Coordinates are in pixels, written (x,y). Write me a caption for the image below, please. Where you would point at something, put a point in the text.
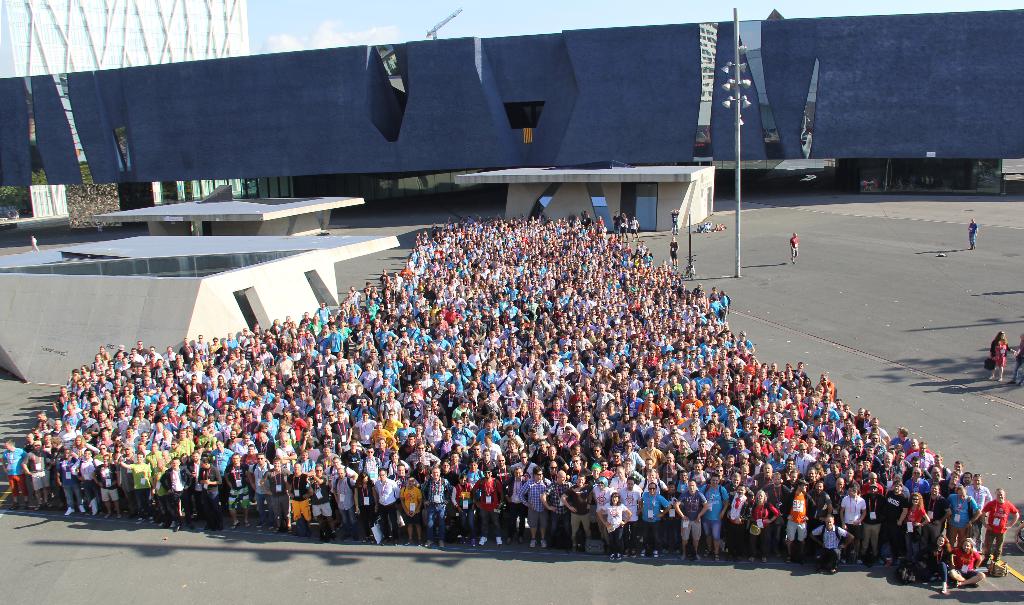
Many people (530,386) are present. There is a pole (735,33) and buildings (640,109) at the back (220,144).
